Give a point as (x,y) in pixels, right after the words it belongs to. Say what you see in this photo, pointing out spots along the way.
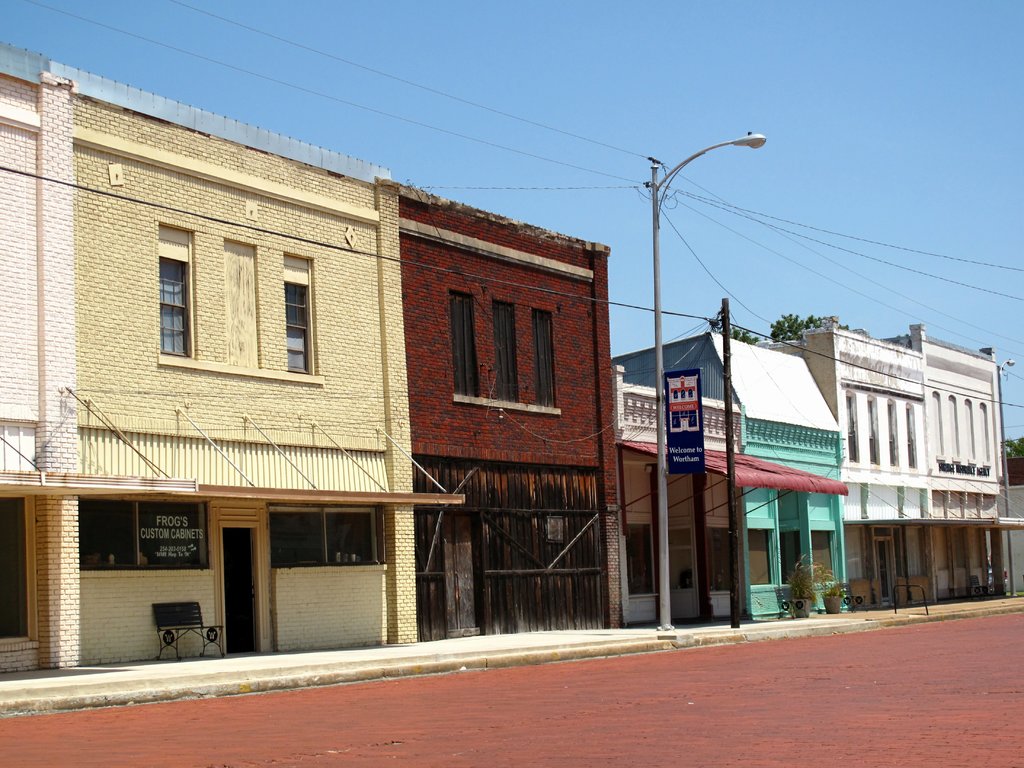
In the foreground of this image (585,751), there is a road (711,700). In the middle (515,486), there are buildings (650,482) and few poles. At the top (570,32), there is the sky (578,40).
